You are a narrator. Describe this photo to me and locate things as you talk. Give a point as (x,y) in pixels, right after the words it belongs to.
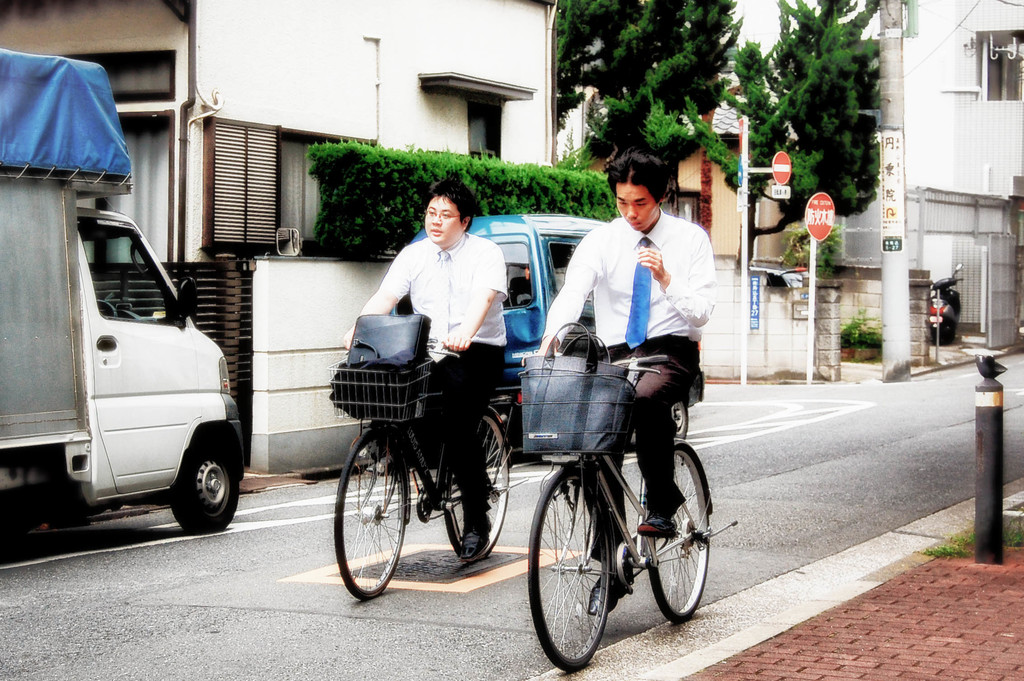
Here we can see two persons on the bicycles (370,589). This is road (216,563) and there is a vehicle (148,374). These are the plants (497,201) and there are buildings (985,37). This is pole (753,174) and there are trees (772,133). Here we can see a bike (944,287).
